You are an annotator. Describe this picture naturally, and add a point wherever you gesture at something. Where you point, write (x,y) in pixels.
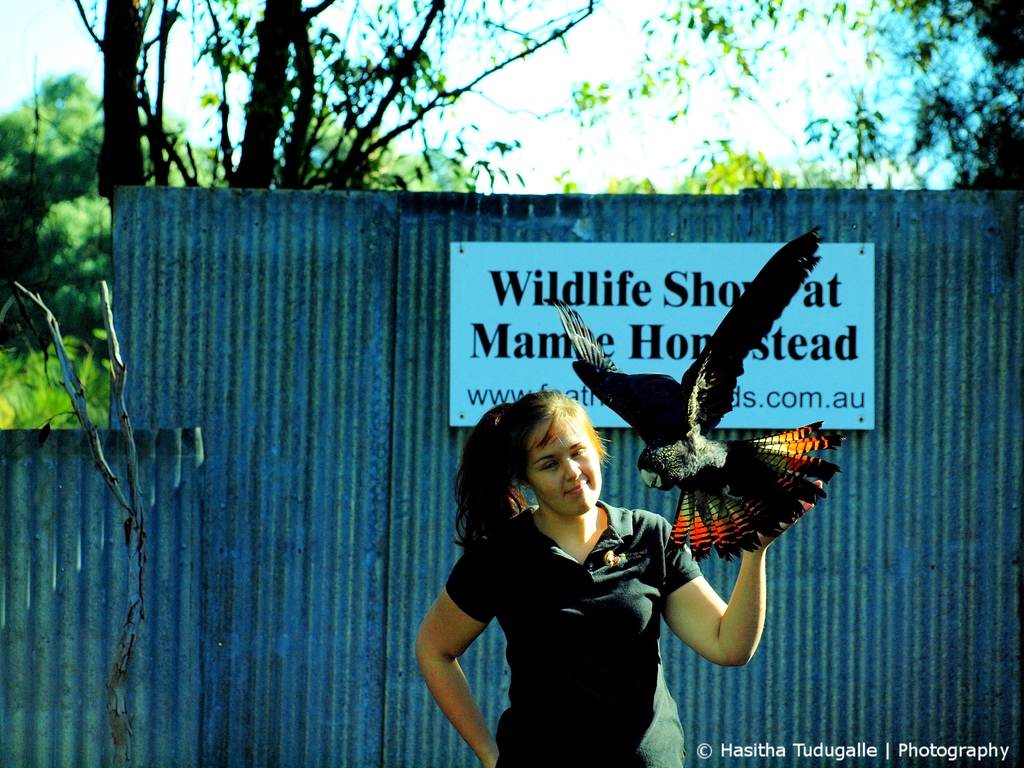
In this image at the bottom (627,687) there is a woman (562,588), holding a bird (785,449), behind her there is a fence (773,684), on which there is a board (501,325) attached, on which there is a text (550,358), behind the fence (405,200) there are trees (973,87), the sky (960,81) visible.
